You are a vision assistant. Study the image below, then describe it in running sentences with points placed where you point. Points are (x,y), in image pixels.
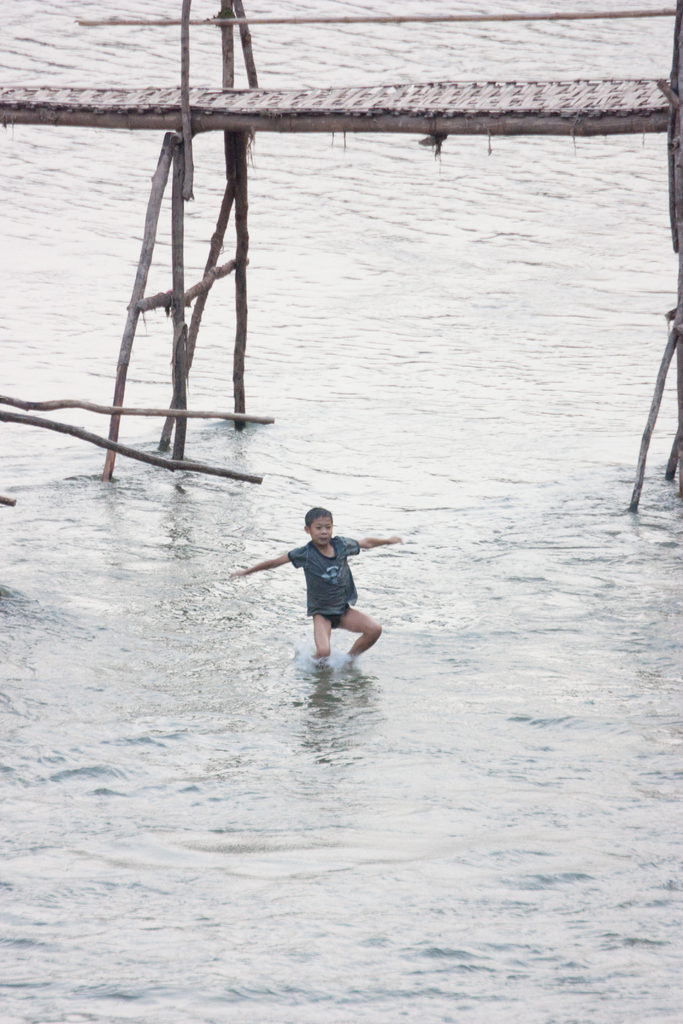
In this image we can see there is a person (233,574) and water (322,716). There is a bridge (141,129).
